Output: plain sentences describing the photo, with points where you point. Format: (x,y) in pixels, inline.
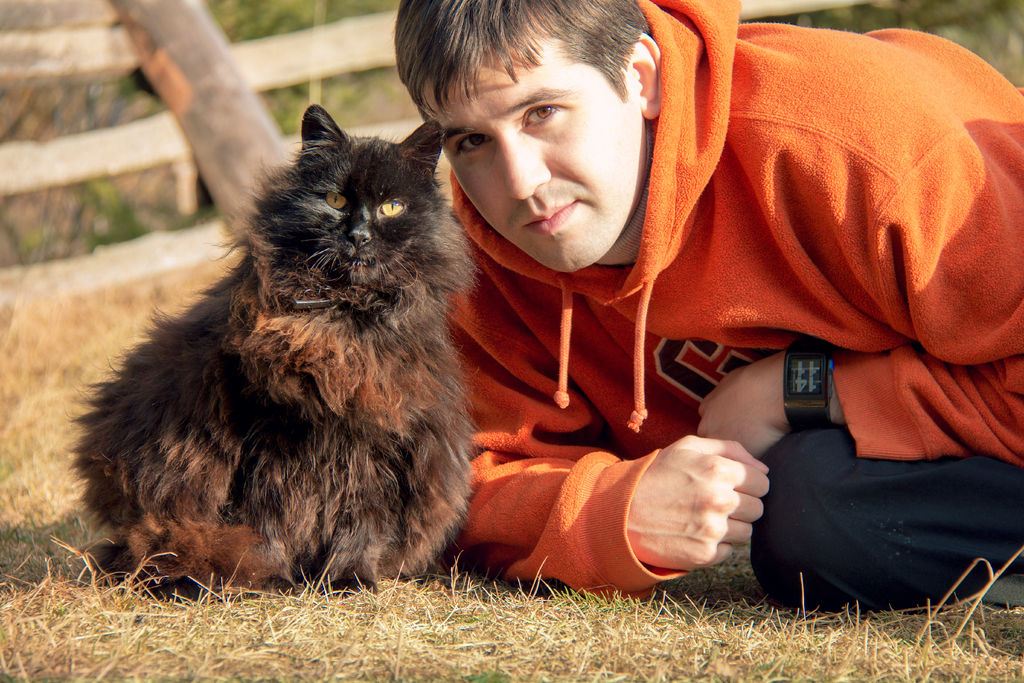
In this picture we can see a ground (527,628) which is covered with a dry grass (598,627) and on the right side (691,95) there is a Person (768,253) sitting on the ground (894,615) wearing a Hoodie (827,183) and a Watch (806,389) and on the left side (299,321) there is a Cat (255,442) sitting on the ground (261,604) and in the background (83,40) we can see a wooden plank (327,47).
